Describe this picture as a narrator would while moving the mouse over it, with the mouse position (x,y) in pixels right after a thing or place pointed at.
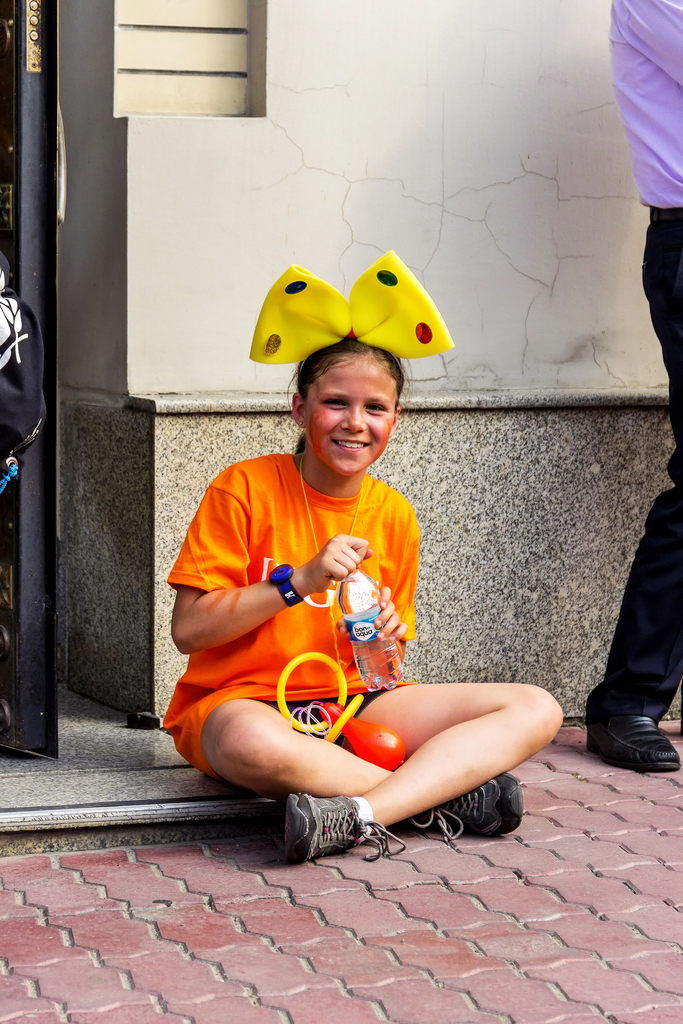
In this picture I can see there is a girl (333,826) sitting on the floor (367,913), she is wearing a orange shirt (243,498), holding a water bottle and smiling. There is a person (665,320) standing next to her. In the backdrop (327,214) there is a wall (421,168).
